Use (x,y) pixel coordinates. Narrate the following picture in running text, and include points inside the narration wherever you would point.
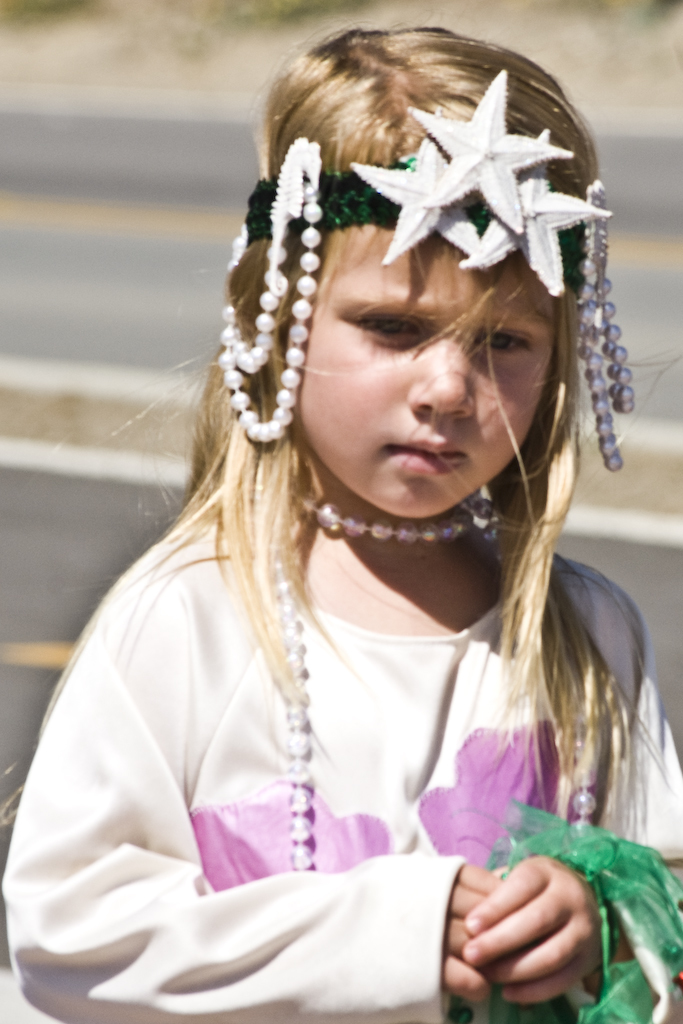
This picture shows a girl (330,712) and she wore ornaments (353,530) and a band (377,207) to her head (267,175) and she wore a white color dress (262,814).
